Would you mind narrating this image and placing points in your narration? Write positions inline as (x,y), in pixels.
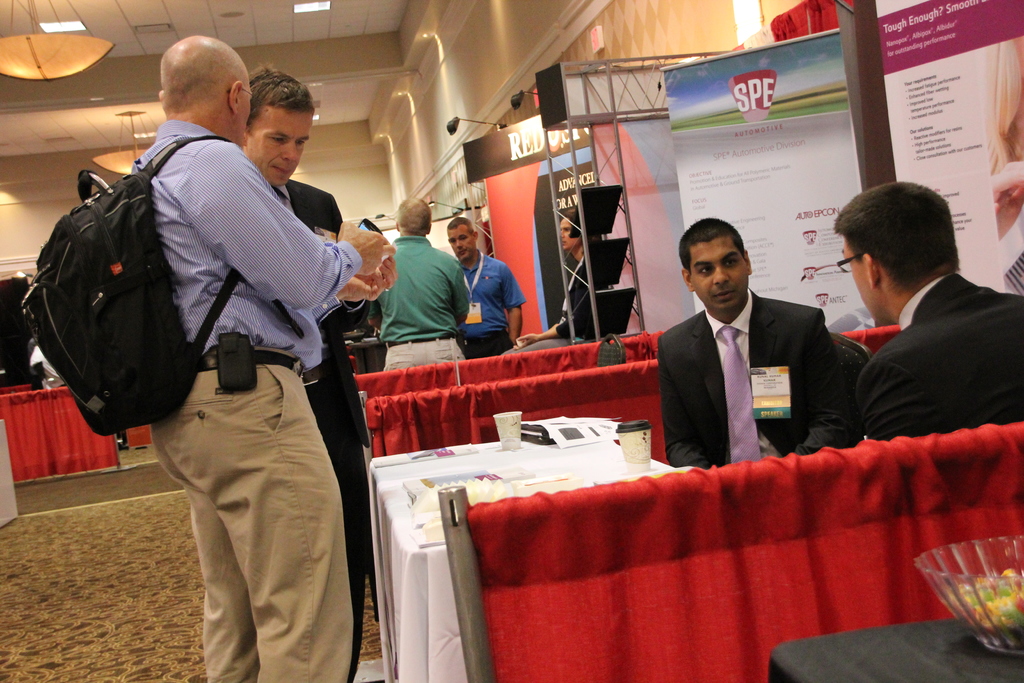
In this picture I can see 4 men (729,341), in which I see that the men (666,371) on the right (786,315) are sitting and the men (263,180) on the left (181,201) are standing and I see a table (583,472) in between them, on which there are cups (511,441) and other few things (554,439). In the background (507,400) I see few more people (441,342) and I see number of boards (699,162), on which there is something written and I see the red color clothes (561,368). On top of this picture (97,46) I see the lights (62,74).
